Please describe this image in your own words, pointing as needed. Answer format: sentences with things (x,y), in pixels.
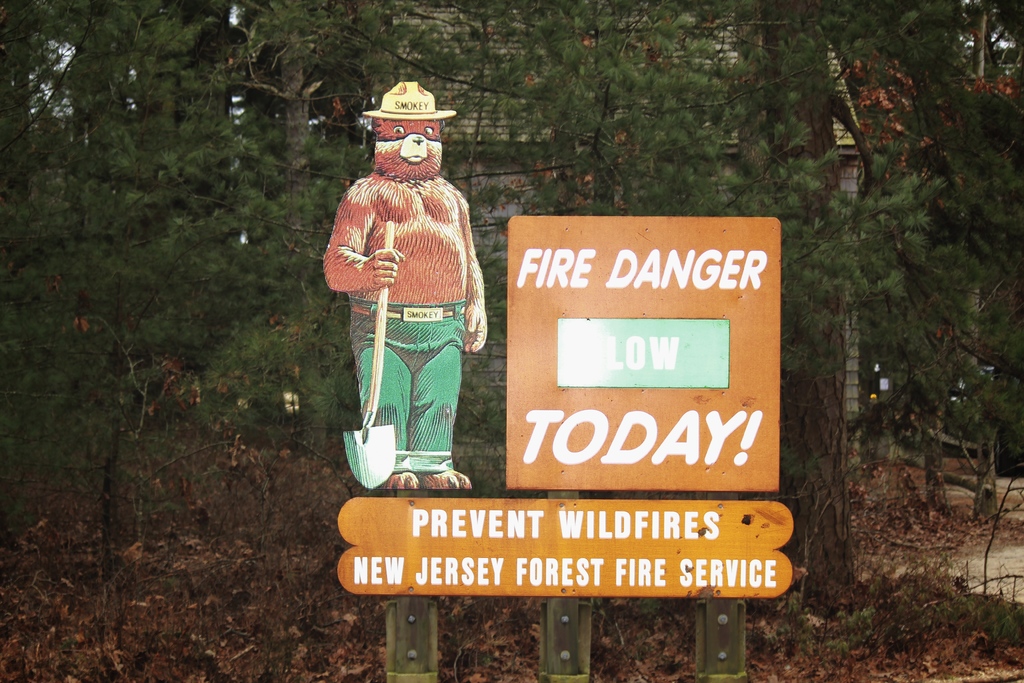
In this image we can see a house (651,112). There are many trees (207,291) in the image. There are many dry leaves (224,631) on the ground (313,668). There is a sign board (701,504) in the image.
